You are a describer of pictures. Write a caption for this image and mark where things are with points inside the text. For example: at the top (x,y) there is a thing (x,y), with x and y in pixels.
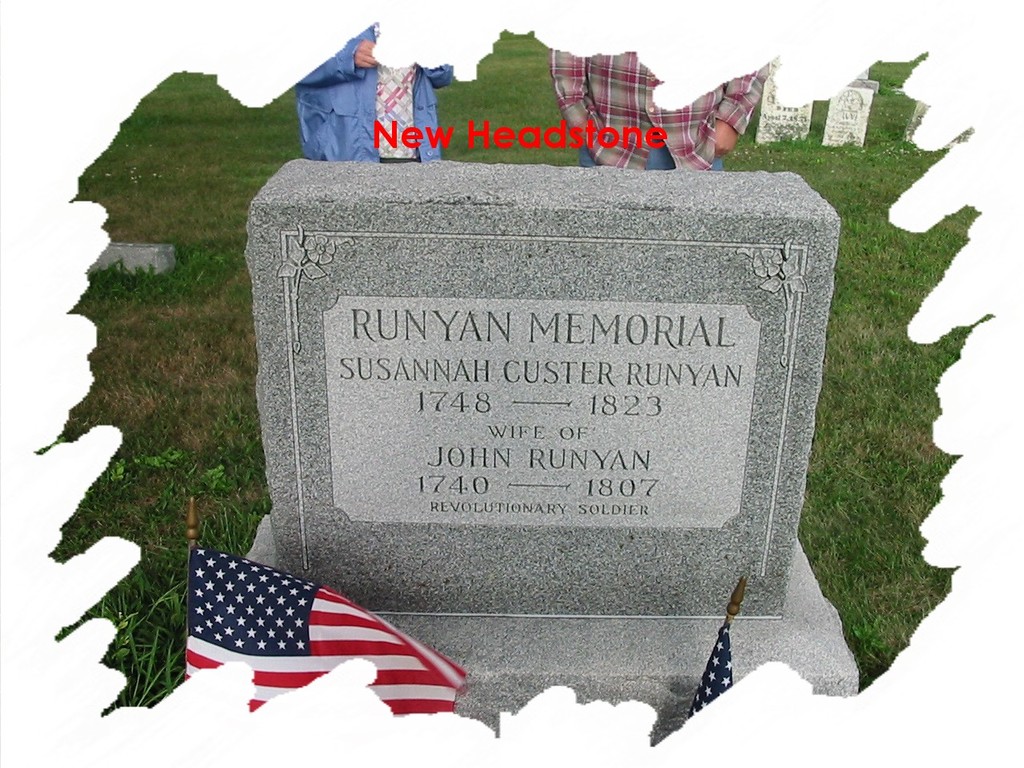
In this image in the foreground (409,475) a cemetery (437,572) and two flags (378,620), and in the background (355,111) there are two persons (430,126) who are standing and at the bottom (835,535) there is grass (843,494). On the top of the image (433,141) there is some text (592,140) written.
